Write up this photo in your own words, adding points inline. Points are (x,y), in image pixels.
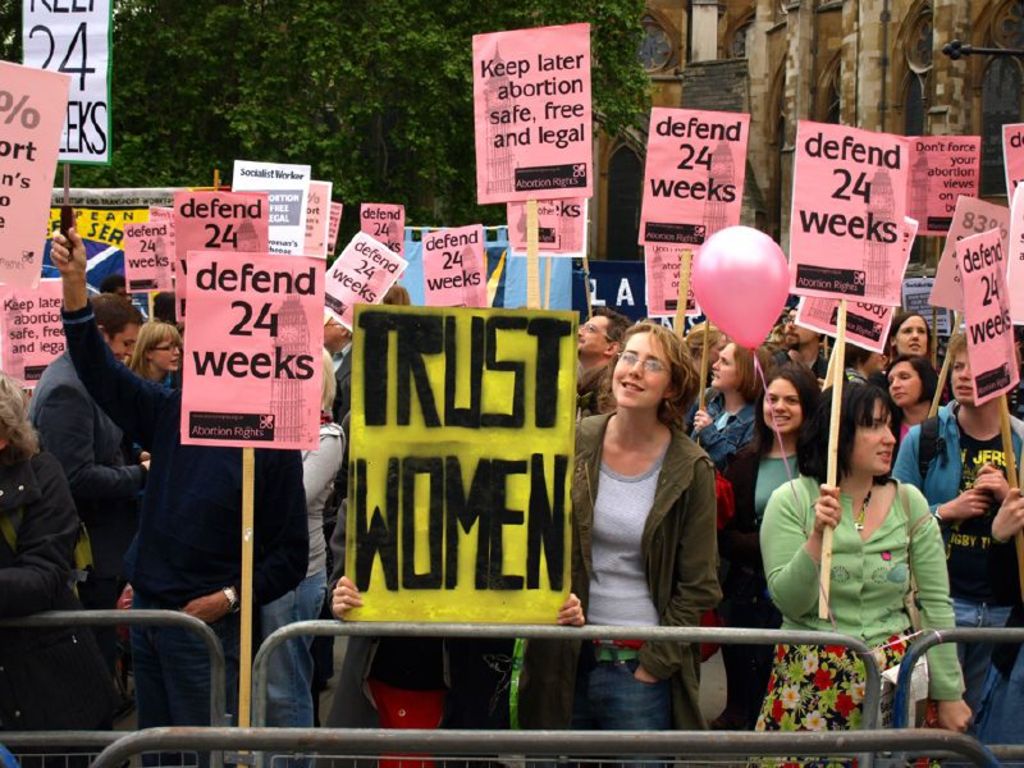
In this image there are persons (149,448) standing and holding a placard (387,329) with some text (413,320) written on it. In the center (598,504) there is a woman (641,562) standing and smiling, and behind the woman (712,471) there is a person (771,465) standing and smiling and holding a balloon (739,333) in her hand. In the front (385,631) there are barricades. In the background (328,76) there are trees (446,82) and there is a building (805,48).
